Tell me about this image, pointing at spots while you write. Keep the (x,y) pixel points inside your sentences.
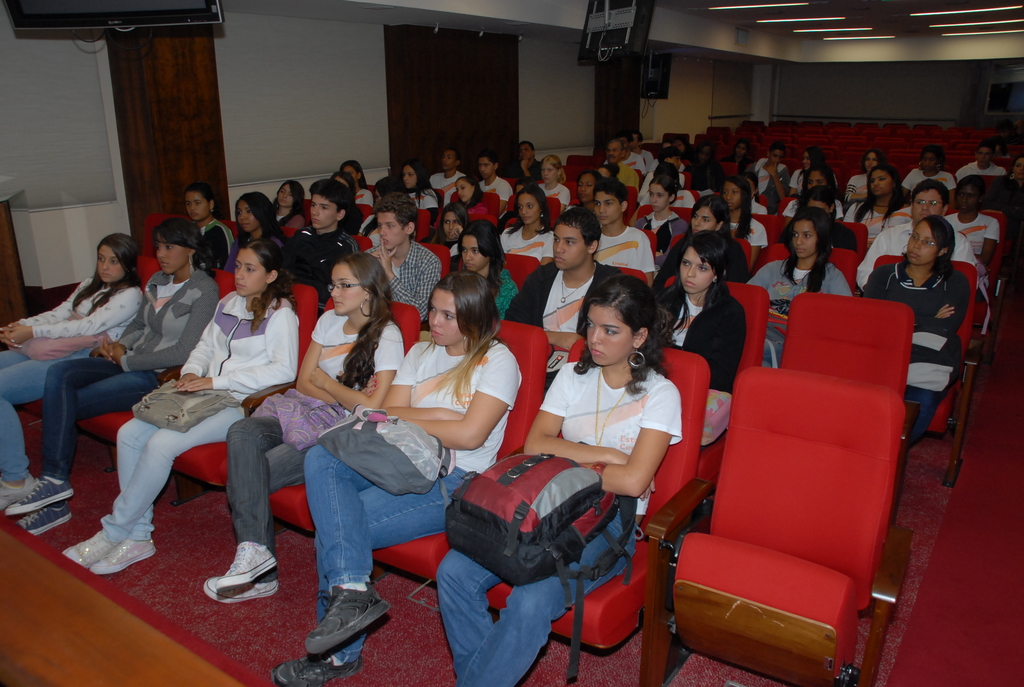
In this image there is a group of persons (593,394) sitting on a red color chairs (696,391) in the middle of this image (573,400). There is a wall (532,126) in the background (557,87). There are some display screens (149,20) on the top of this image (146,2).
